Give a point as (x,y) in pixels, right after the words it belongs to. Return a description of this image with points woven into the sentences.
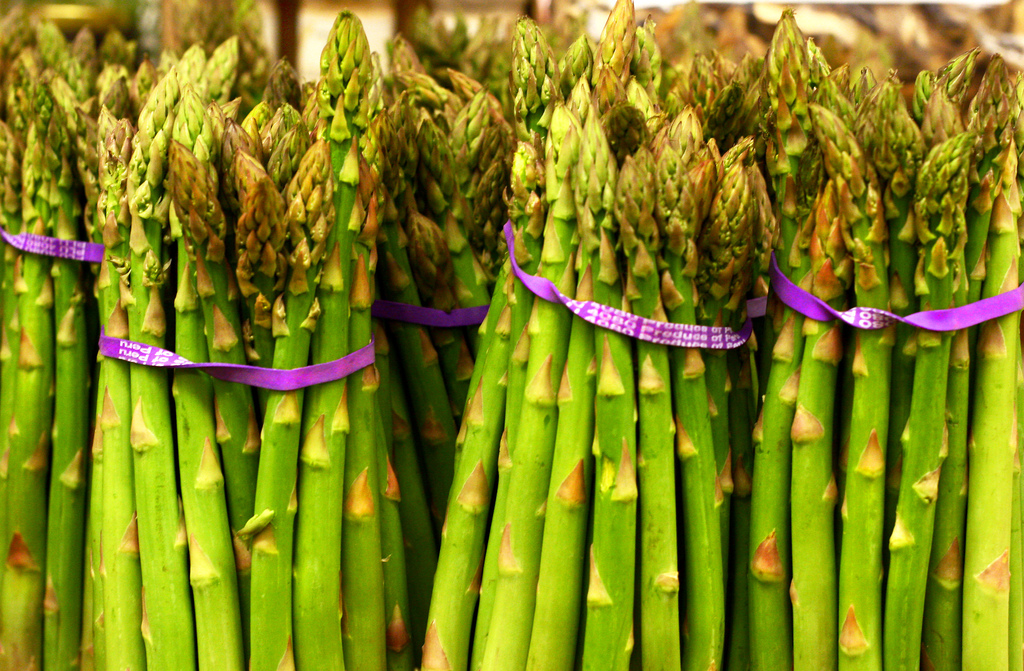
In this image we can see bunches of asparagus (347,289).
